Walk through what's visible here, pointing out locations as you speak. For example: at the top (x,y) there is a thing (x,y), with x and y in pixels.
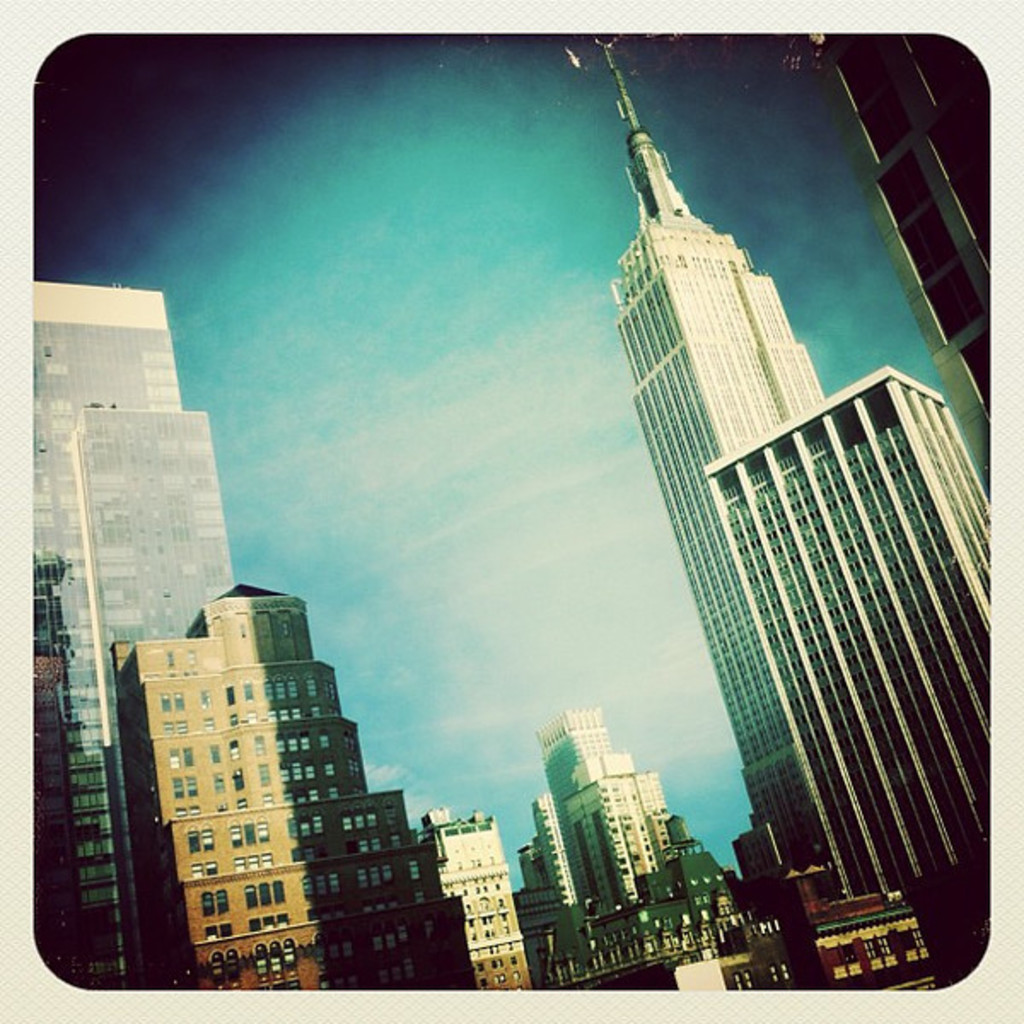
In this image I can see few buildings (328,720) and windows (214,524). The sky (493,385) is blue and white color.
